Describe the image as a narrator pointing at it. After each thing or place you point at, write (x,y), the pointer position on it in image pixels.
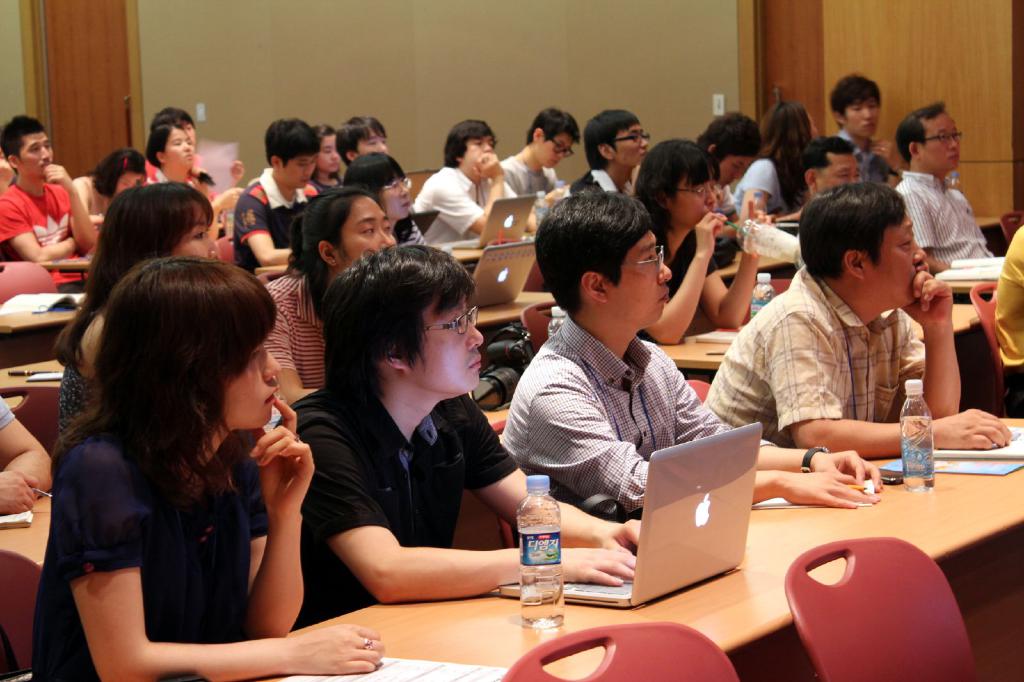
In the picture I can see a group of people (269,562) sitting on the chairs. I can see the laptops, water bottles (526,518) and books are kept on the wooden table (888,487). I can see a woman (675,332) having a drink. I can see two chairs (873,594) at the bottom of the picture (820,602). In the background (118,100), I can see the wooden doors (109,69).
